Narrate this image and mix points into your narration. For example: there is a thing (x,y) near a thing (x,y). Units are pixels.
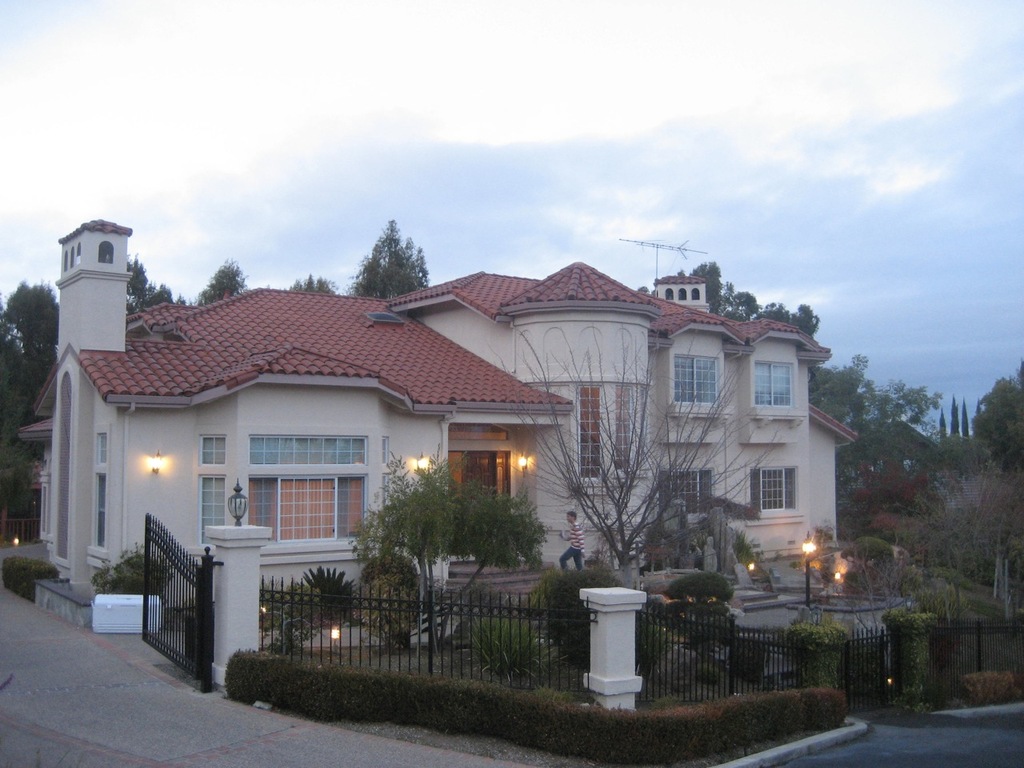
In the center of the image (556,420) there is a building (637,428). At the bottom (790,762) there is a road (878,748), fence (311,617) and a gate (174,623). There is a person (571,553) walking. We can see there are trees (511,518), lights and sky (501,119).
